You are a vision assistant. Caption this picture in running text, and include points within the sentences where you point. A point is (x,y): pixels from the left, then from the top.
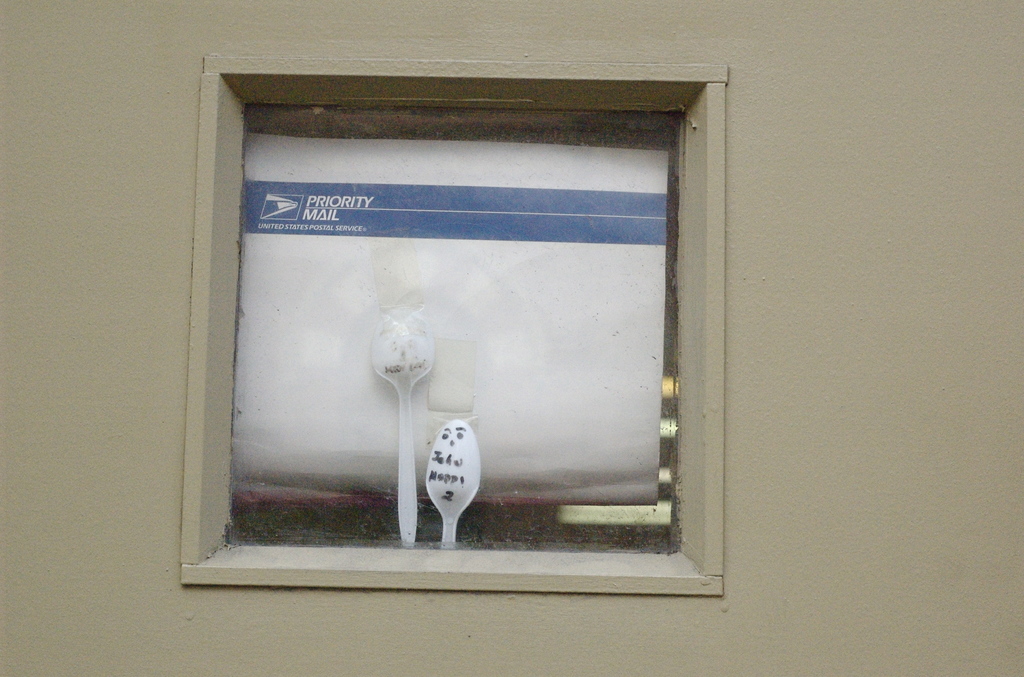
The door (210,257) consists of a glass (368,245) in middle of it and the other side of the glass (418,274) has two spoons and a paper (337,303) with something written on it.
